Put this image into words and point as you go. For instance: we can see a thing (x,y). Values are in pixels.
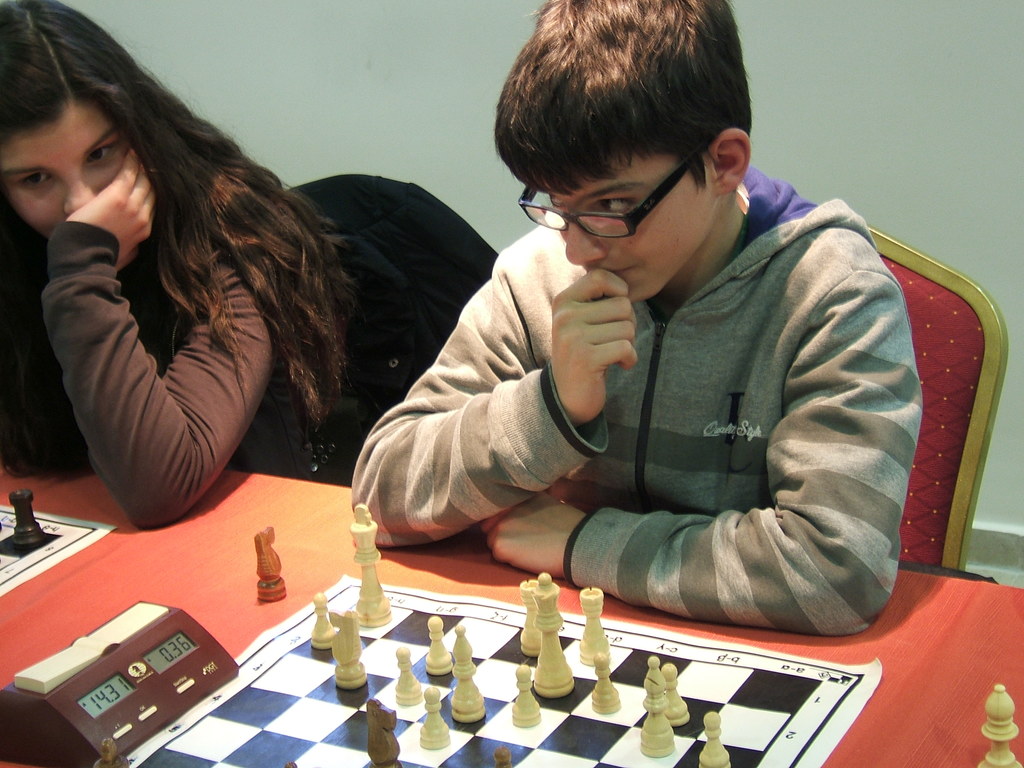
This is the picture of a room (358,118). In this image there are two persons (477,382) sitting on the chairs (973,396). There are chess coins (380,703), chess boards (489,624) and there is a device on the table (888,679). At the back (367,38) there's a wall (348,39).
